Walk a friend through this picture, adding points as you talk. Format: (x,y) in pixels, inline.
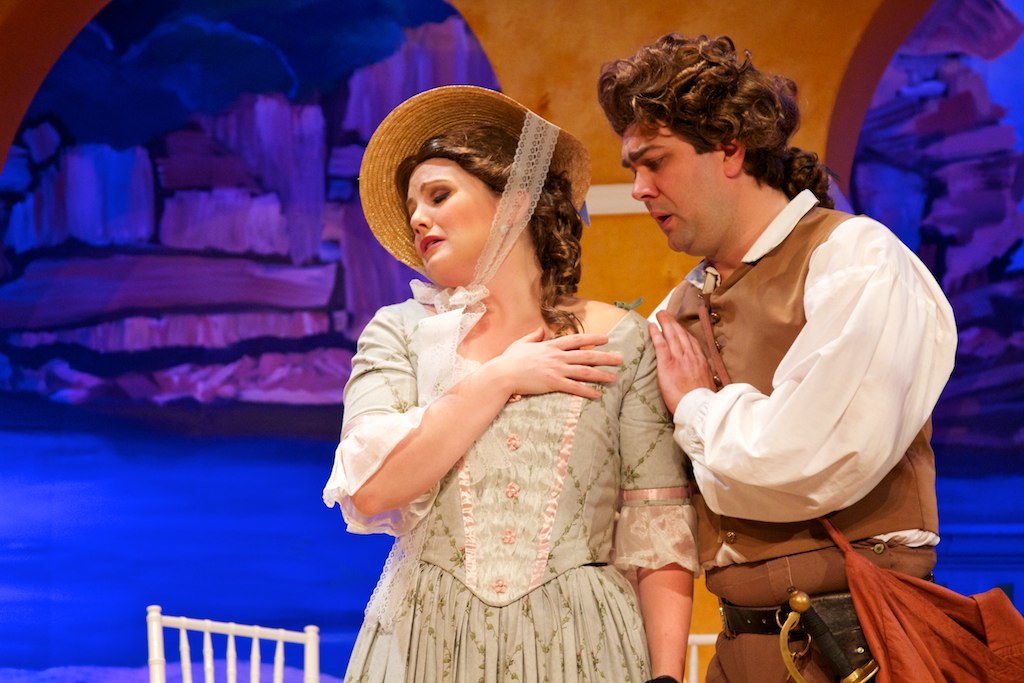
In this image, we can see people (436,163) and one of them is wearing a hat (478,289) and the other is wearing a bag (849,577) and a sword (793,618). In the background (565,52), we can see paintings (220,117) on the wall (211,271) and at the bottom (287,630), there are chairs (172,625).
